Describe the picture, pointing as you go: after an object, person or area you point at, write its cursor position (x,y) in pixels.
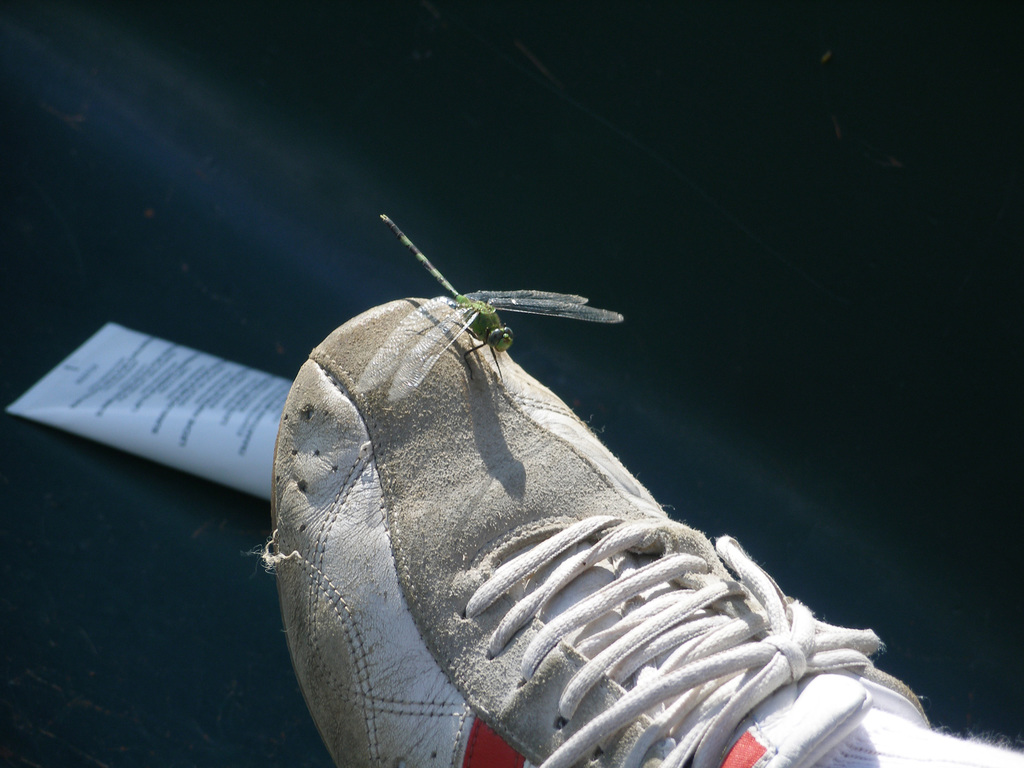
In the foreground (419,385) I can see a dragonfly (386,352) is sitting on a person's shoe (553,618) and a packet (210,459) may be on the floor (758,440). This image is taken may be during a day.
